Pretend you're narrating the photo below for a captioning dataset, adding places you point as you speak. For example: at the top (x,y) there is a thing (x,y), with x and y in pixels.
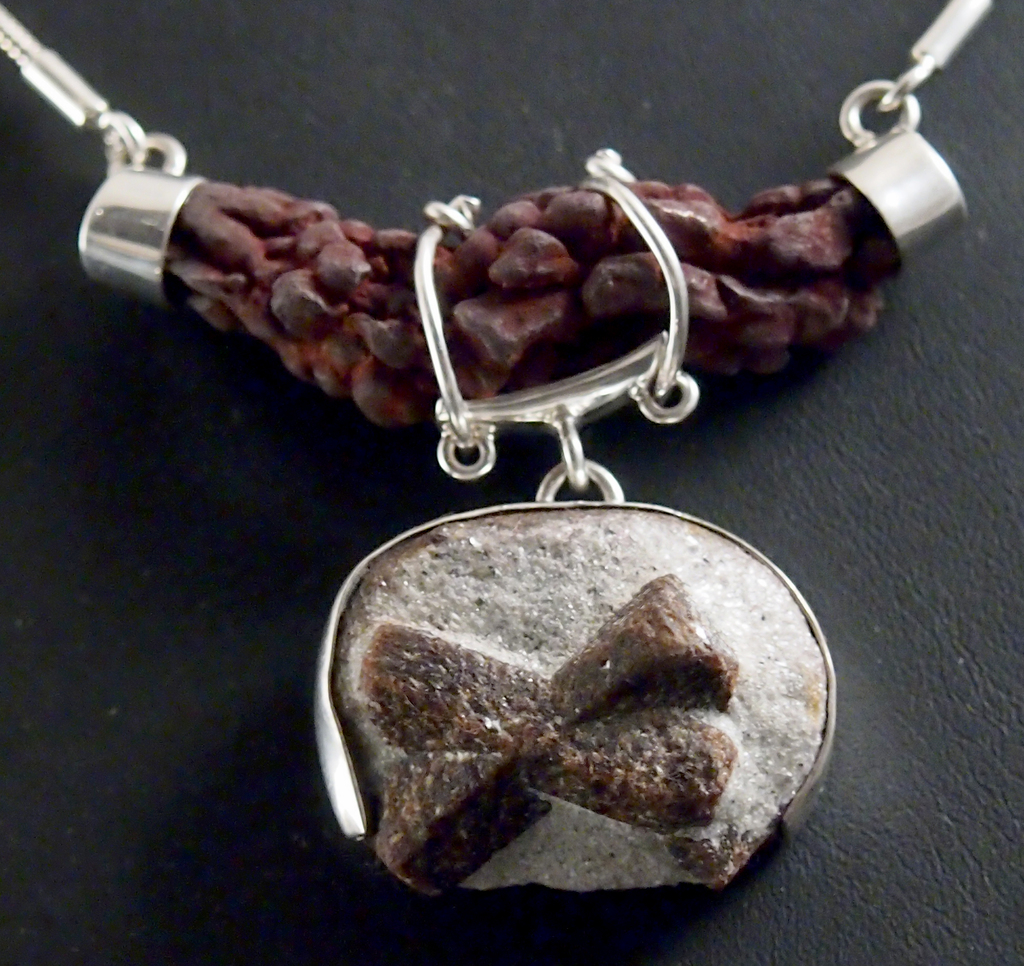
In this picture, we can see a locket (615,662) on an object (93,920).
